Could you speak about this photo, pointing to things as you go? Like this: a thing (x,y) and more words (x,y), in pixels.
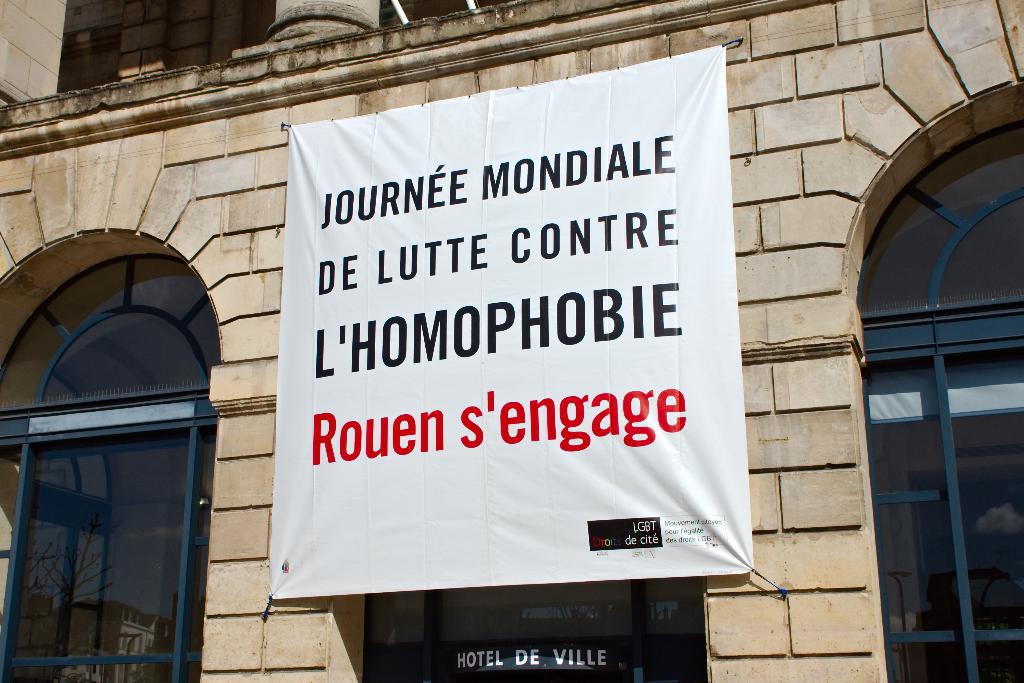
In the picture there is a building (362,71) and there is a banner (315,267) kept in front of the building (431,71) and there are few windows (70,377) to the building (688,632).
